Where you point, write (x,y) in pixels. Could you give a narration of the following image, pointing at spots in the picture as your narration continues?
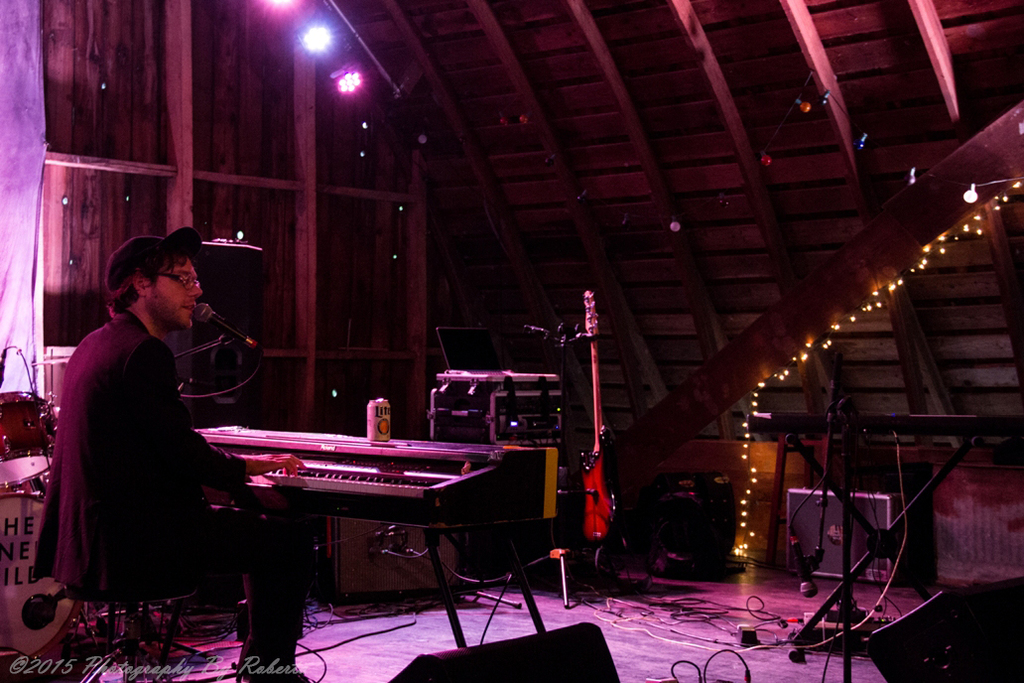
This picture shows a man (97,523) seated and playing piano (321,493) and singing with the help of a microphone (236,332) and we see few lights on the top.
